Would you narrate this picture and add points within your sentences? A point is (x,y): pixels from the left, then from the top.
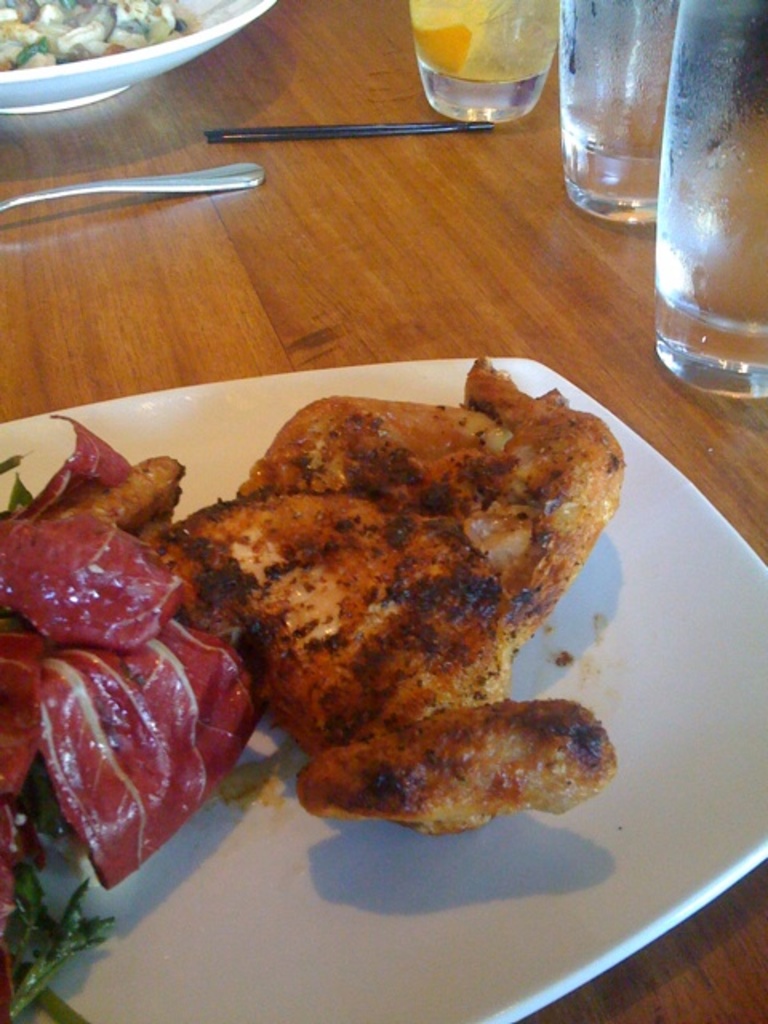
In this image I can see a food (331,464) in two white color plates (490,919). I can see glasses (721,84), spoons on the brown color table (373,209).
